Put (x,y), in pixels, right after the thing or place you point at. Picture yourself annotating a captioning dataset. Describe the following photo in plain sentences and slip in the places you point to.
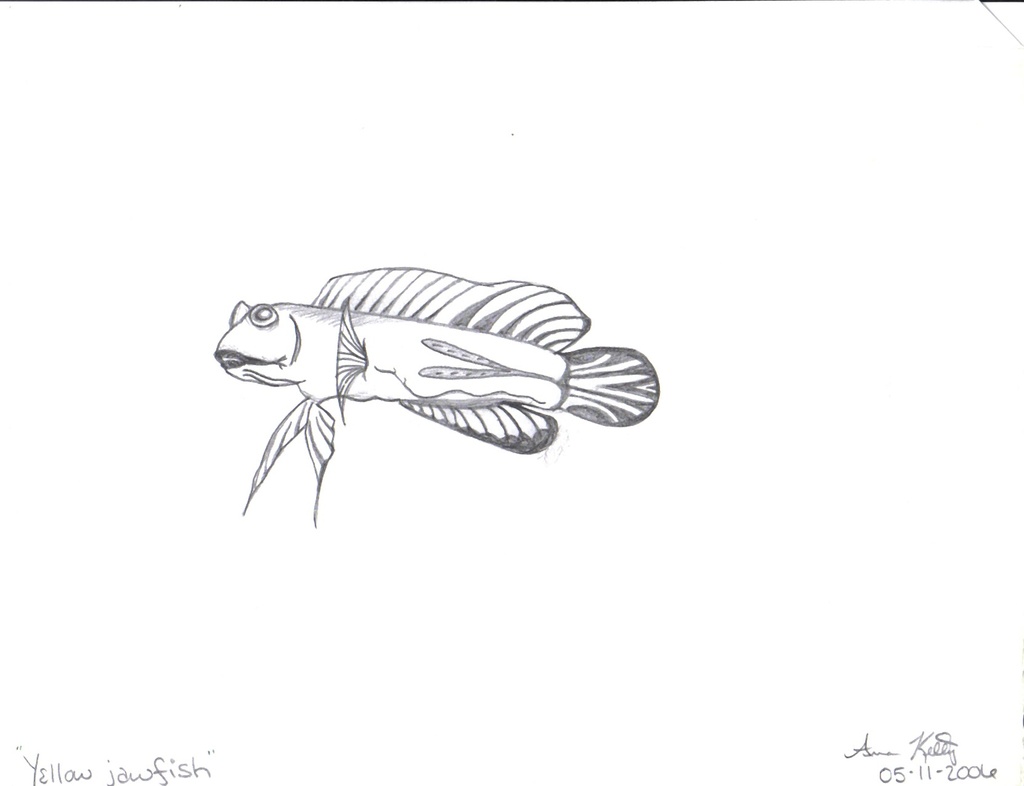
In this image, we can see a sketch (542,385). There is a written text (194,765) in the bottom left of the image (164,758).
